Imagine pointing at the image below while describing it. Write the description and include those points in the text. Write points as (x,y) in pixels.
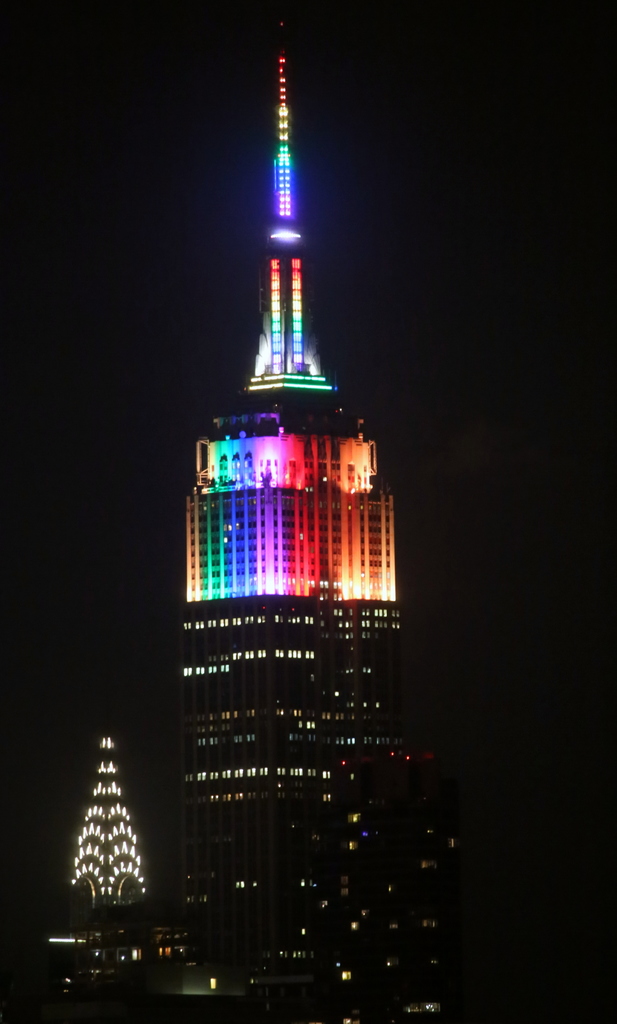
In this image I can see there are very big buildings (324,610) with different color lights (310,531), at the top (439,160) it is the sky (495,263) in the night time.
